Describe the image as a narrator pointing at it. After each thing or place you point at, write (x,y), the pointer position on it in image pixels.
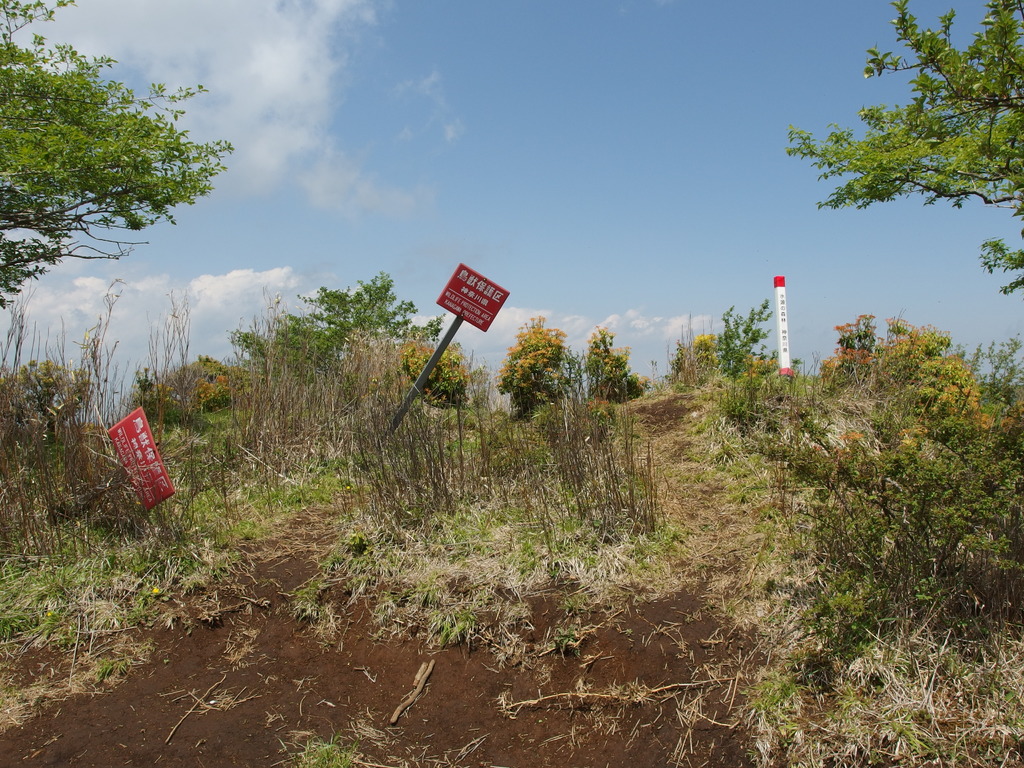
In this picture there are boards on the poles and there is text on the boards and there is text (784,314) on the stone (786,371) and there are trees (259,352) and plants (555,468). At the top (365,177) there is sky (352,162) and there are clouds (256,289). At the bottom (427,658) there is ground (286,647).
